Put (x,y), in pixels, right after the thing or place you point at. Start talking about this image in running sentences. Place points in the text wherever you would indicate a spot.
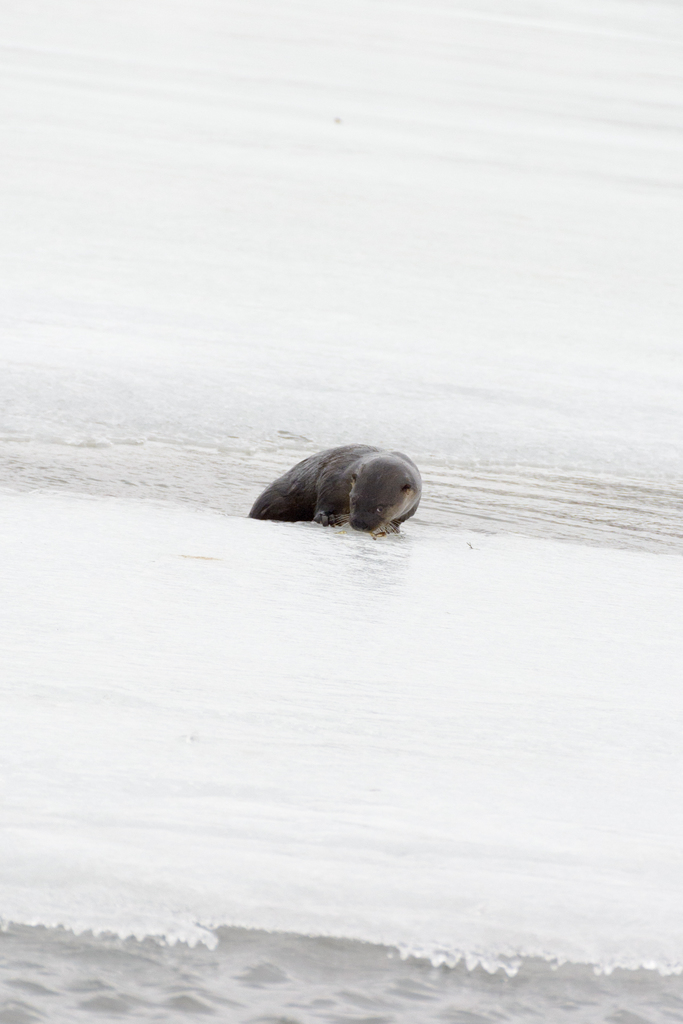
In the foreground of the picture (213,812) there is ice (309,618). In the center of the picture (370,516) there is an otter (340,485). At the top (304,178) there is water (483,495) and ice (206,217).
